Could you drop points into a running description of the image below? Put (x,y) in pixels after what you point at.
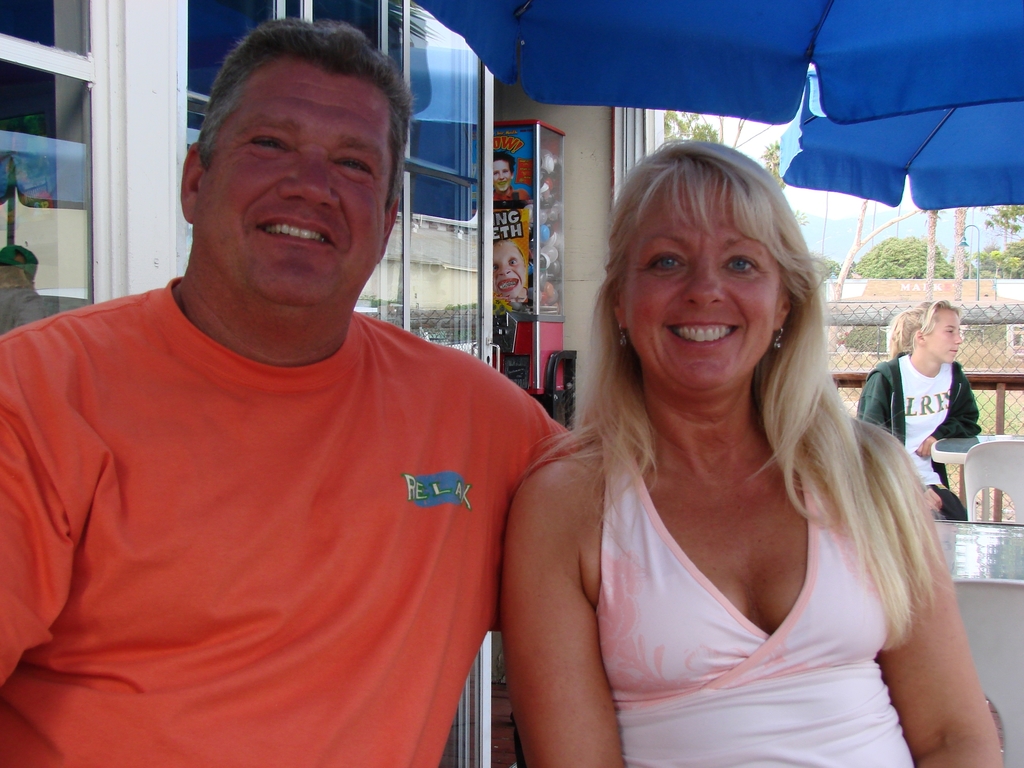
In this image we can see persons (267,715) sitting on the chairs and they are smiling. Here we can see a tent (972,72) on the top right side (924,98). Here we can see a person (967,392) sitting on a chair (968,495) and he is on the right side (876,382). Here we can see the table (992,560) and the chair arrangement (970,509). Here we can see a net fence (853,361). In the background (941,265), we can see the trees (891,220).
